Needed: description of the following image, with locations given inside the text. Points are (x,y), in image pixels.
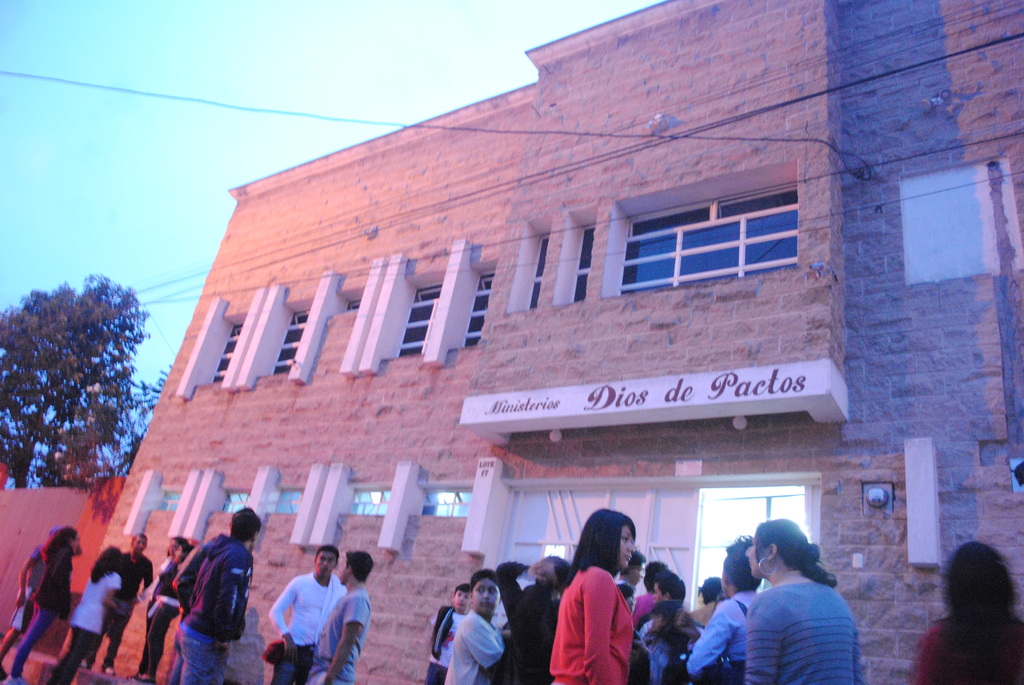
In this image we can see people (631,606), board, windows (730,521), trees (96,356), and a building (610,351). In the background (245,135) there is sky (226,95).
